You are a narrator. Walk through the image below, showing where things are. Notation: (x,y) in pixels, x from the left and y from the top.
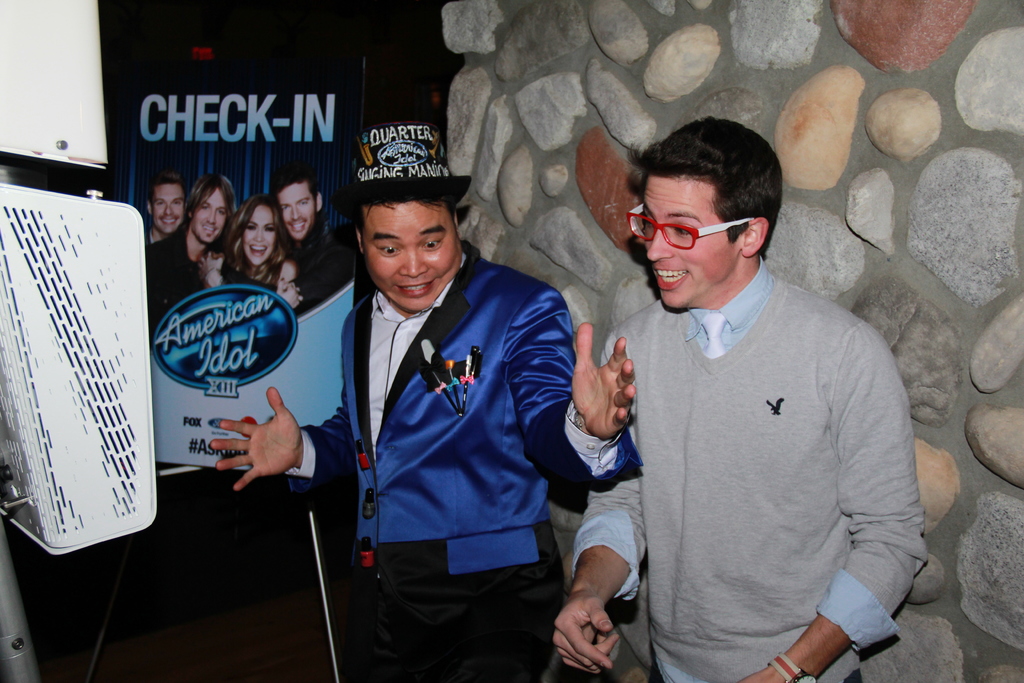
There are two men (468,499) standing and smiling. This looks like a hoarding (301,221). I can see an object (95,474), which is white in color. This is the wall (779,72), with the rocks (896,151).
